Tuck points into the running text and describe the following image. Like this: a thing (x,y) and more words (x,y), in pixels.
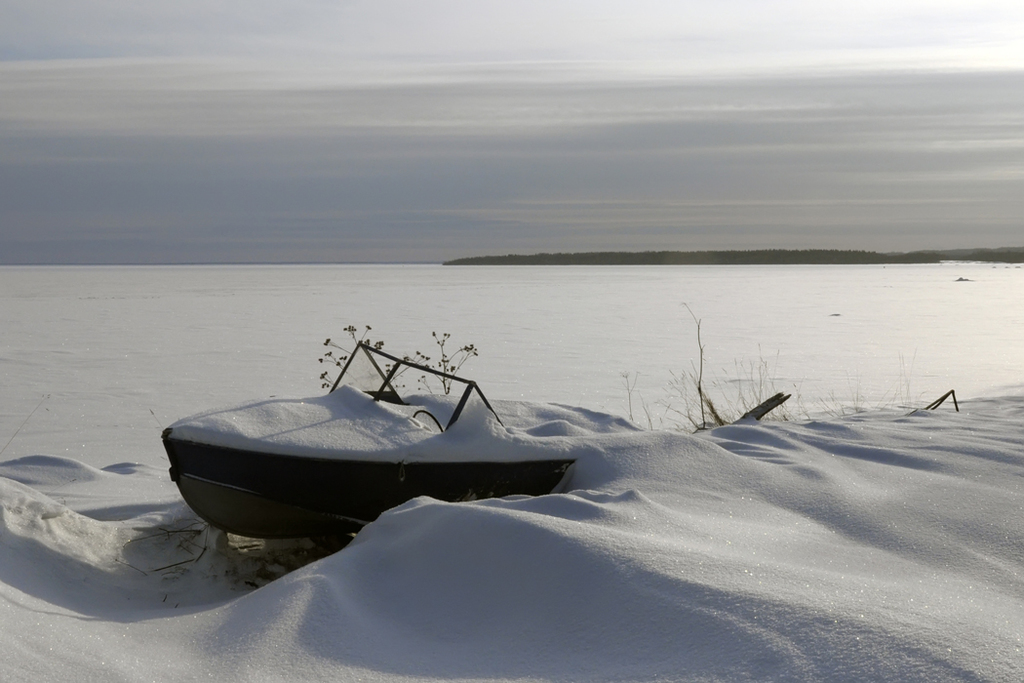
In this picture, it looks like a boat (253,459) on the snow (369,447). Behind the boat (226,450), there are plants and the sky (490,122).
